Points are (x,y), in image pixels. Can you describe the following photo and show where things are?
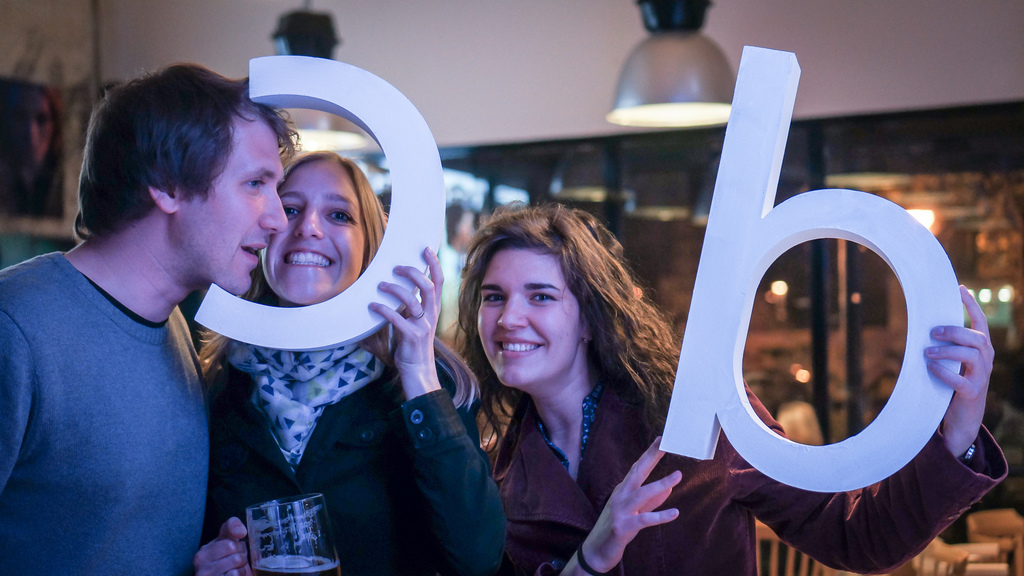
In the center of the image (560,340) we can see three persons (466,456) are standing and they are smiling and they are in different costumes (451,436). Among them, we can see two persons (315,221) are holding some objects (291,322). In the background (42,197) there is a wall (556,80), glass (988,242), one poster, chairs (980,525), lights (637,109), hanging lamps (641,124) and a few other objects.
